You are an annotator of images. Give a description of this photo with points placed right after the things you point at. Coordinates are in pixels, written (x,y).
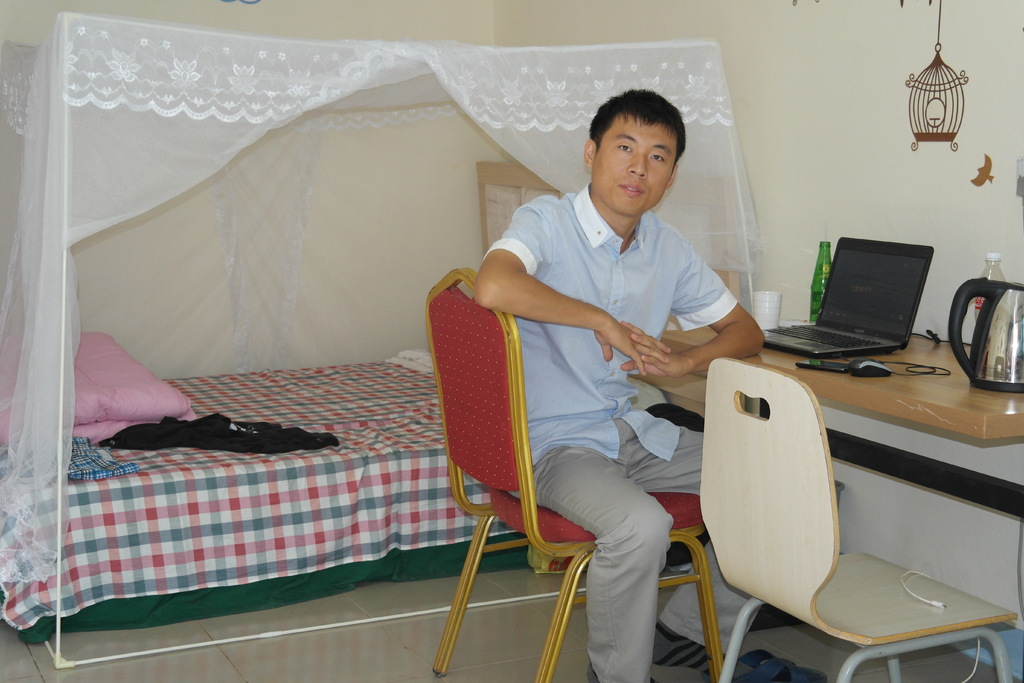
In this image I can see the person (598,353) sitting on the chair (591,540). In front of him there is a laptop (808,338), cup (763,301), bottle (815,293), flask (969,376) on the table (1017,412). At the back of him there is a bed (250,385) with the net (334,55). On that bed (235,387) there are some clothes (273,439) and the blanket (111,390).
